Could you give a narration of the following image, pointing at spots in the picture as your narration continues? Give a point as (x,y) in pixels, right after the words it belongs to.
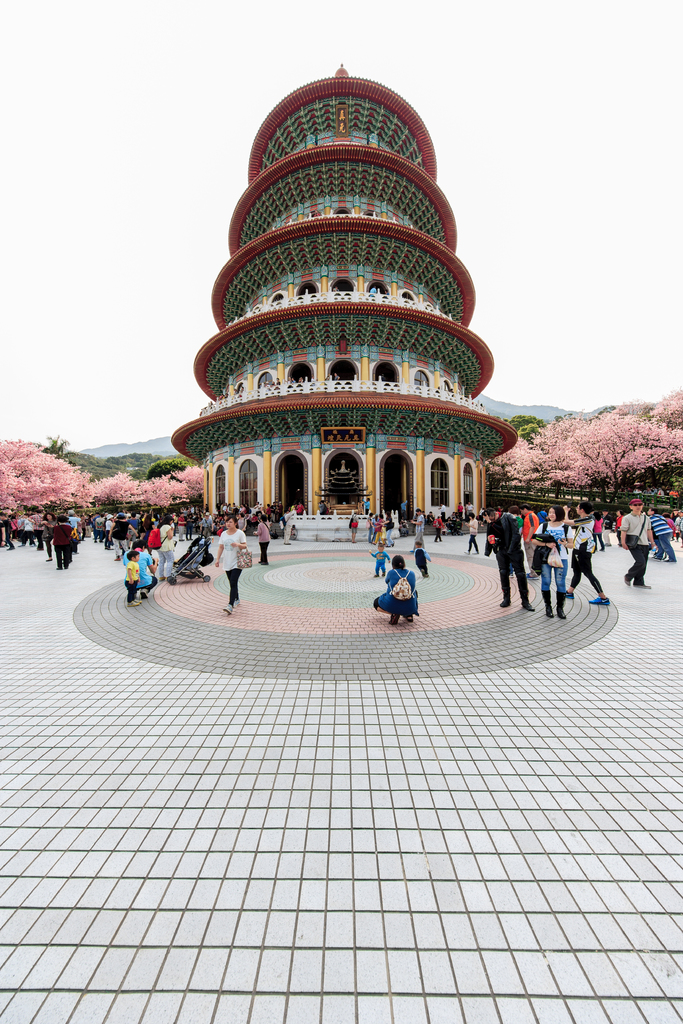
In the background (497,63) we can see the sky (670,374). In this picture we can see the trees (628,452), designed building (361,410) and few objects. We can see the people (21,534). We can see a person (409,608) wearing a backpack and the person (396,558) is in a squat position.
